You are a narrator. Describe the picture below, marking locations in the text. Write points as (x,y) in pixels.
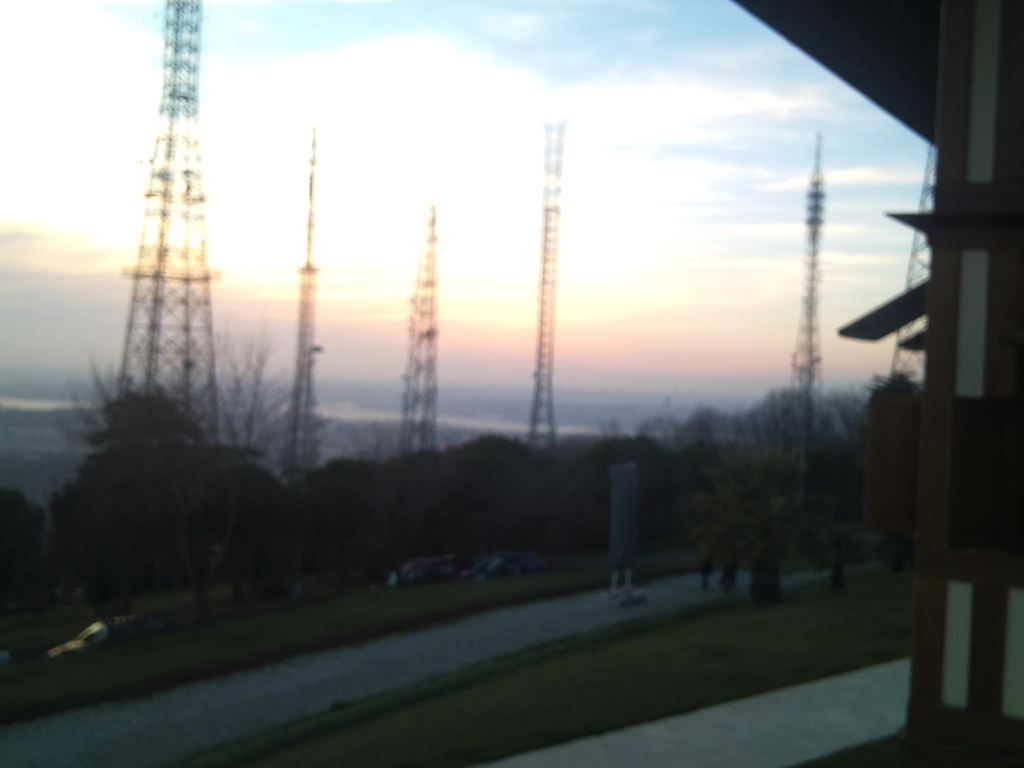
In this picture we can see trees (158,468), towers (552,213), path (187,703) and some objects (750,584) and in the background (449,231) we can see the sky (425,98).
